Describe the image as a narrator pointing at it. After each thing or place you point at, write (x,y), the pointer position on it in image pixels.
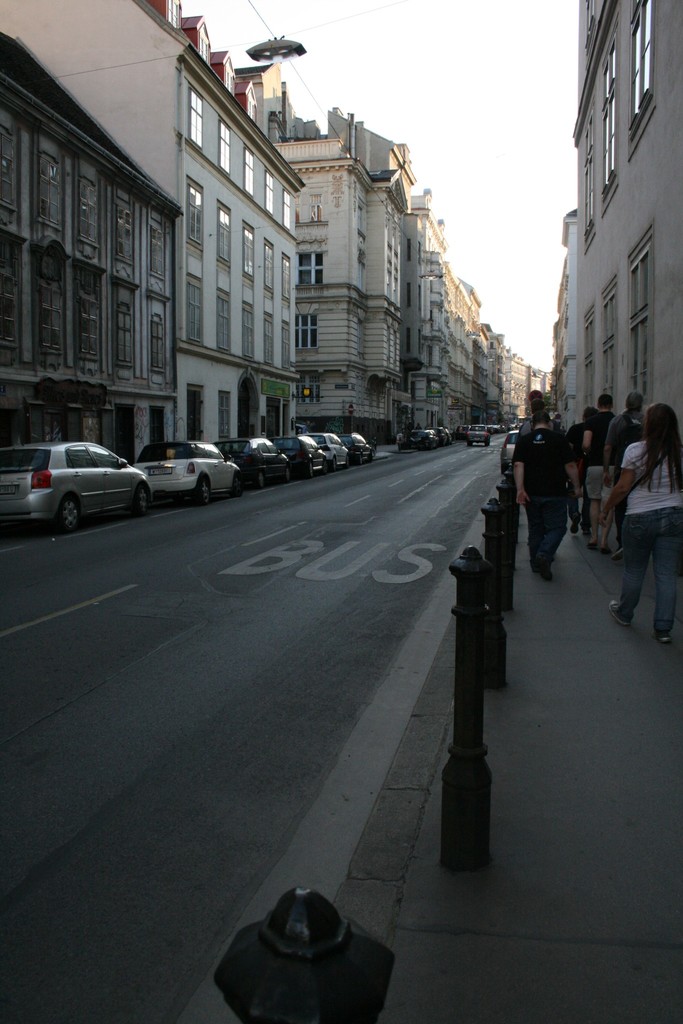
In this image there is a road (190,610), on the road (330,533) there are few poles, vehicles (347,448) visible, at the top (512,106) there is the sky (512,106), beside the road (52,784) there are few persons (610,417) walking in front of building (615,389) on the right side (556,436).
